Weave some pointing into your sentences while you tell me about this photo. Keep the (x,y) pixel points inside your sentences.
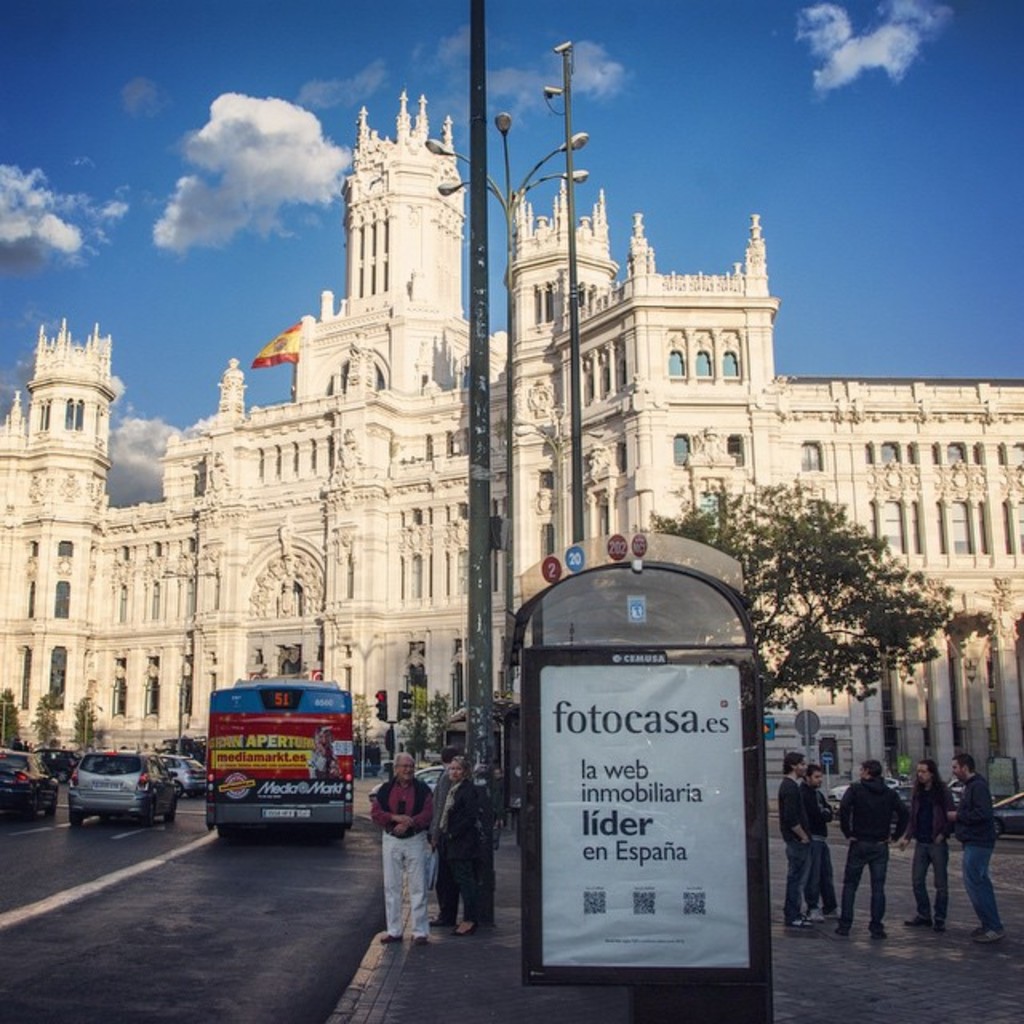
In this picture there are group of people (801,860) those who are standing on the right side of the image (797,816) and there is a poster (626,669) in the center of the image (578,676), there are poles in the center of the image (470,376), there is a palace (596,475) in the background area of the image (853,448) and there are cars (187,760) and a bus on the left side of the image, there are other people (395,827) in the center of the image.
